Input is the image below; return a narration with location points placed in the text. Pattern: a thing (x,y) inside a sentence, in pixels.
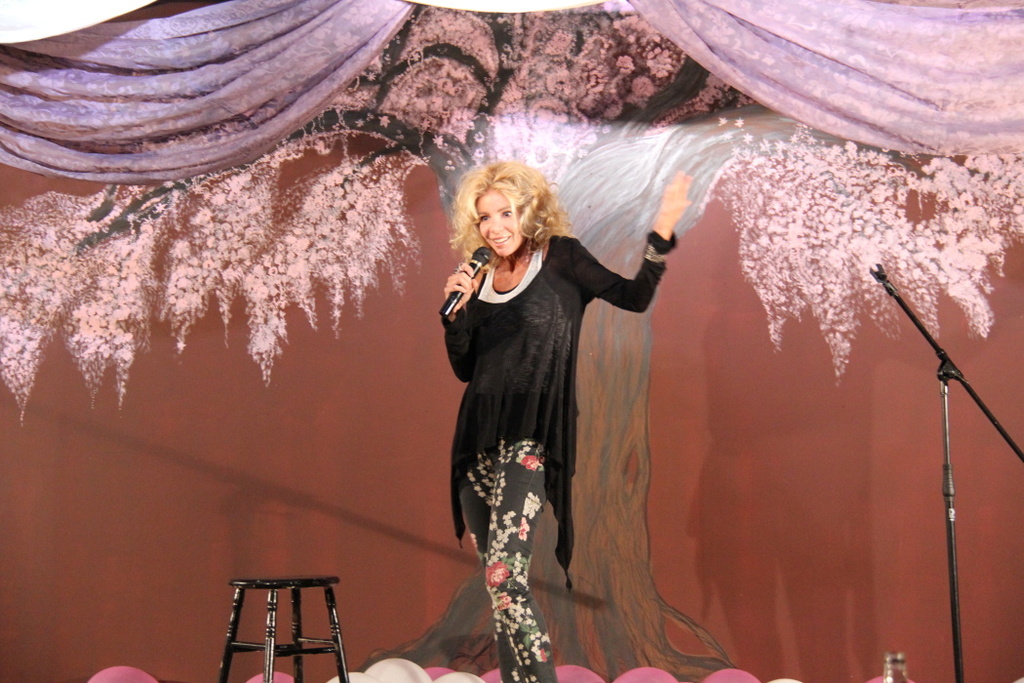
This is the picture of a woman (536,290) in black dress (499,363) standing on a stage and holding a microphone (473,277). Behind the woman (490,292) this is a wall (318,256).
